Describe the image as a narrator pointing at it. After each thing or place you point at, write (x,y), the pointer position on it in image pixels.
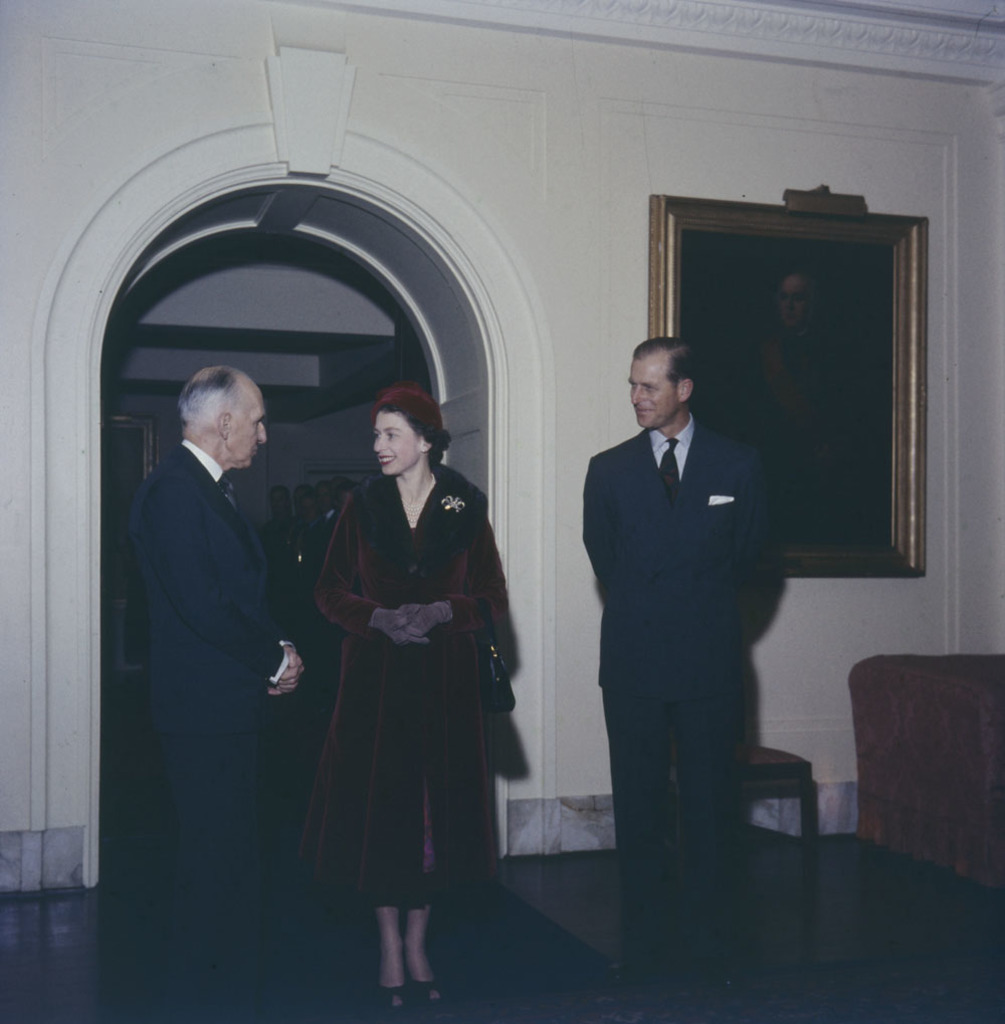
In this image I can see there are two men (234,587) and a woman (418,615) standing and speaking. There are a few more people (333,492) standing in the backdrop (307,534). There is a photo frame (861,295) attached to the wall (864,579), there is a couch (909,796) and a chair (795,777) at the right side (805,819).
